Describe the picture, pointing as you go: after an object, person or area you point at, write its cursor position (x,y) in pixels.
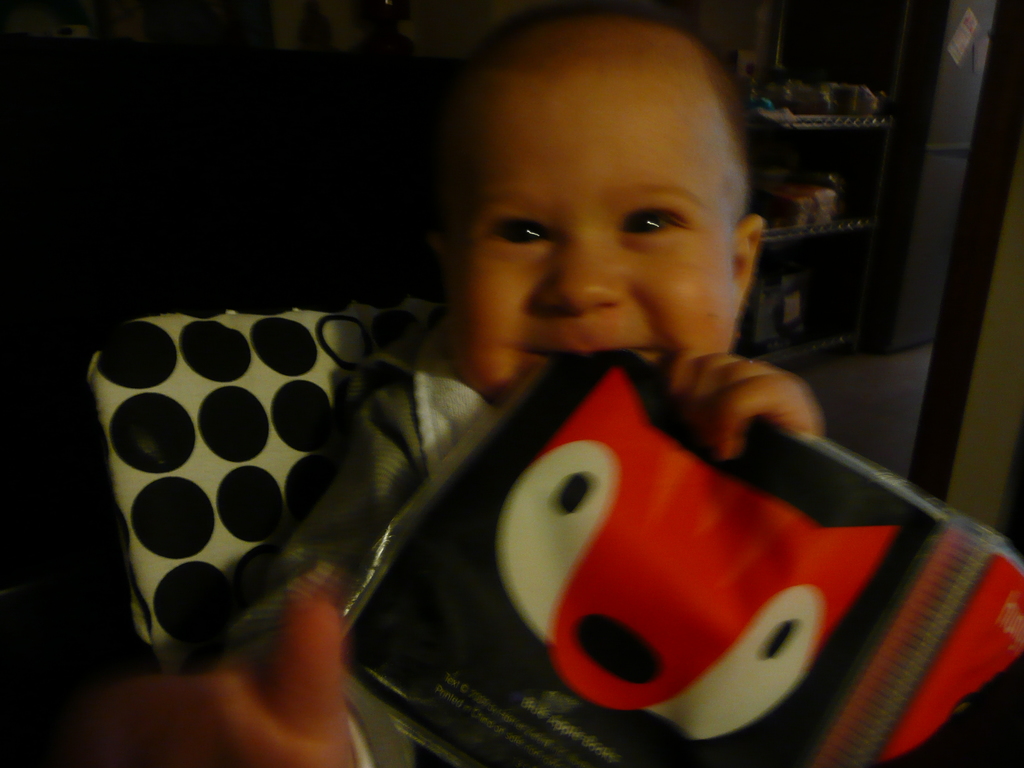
In this image we can see a kid (468,370) holding an object (507,514). In the background (807,285) there is a rack (817,264) and we can see some objects (841,108) placed in the rack (801,259).
